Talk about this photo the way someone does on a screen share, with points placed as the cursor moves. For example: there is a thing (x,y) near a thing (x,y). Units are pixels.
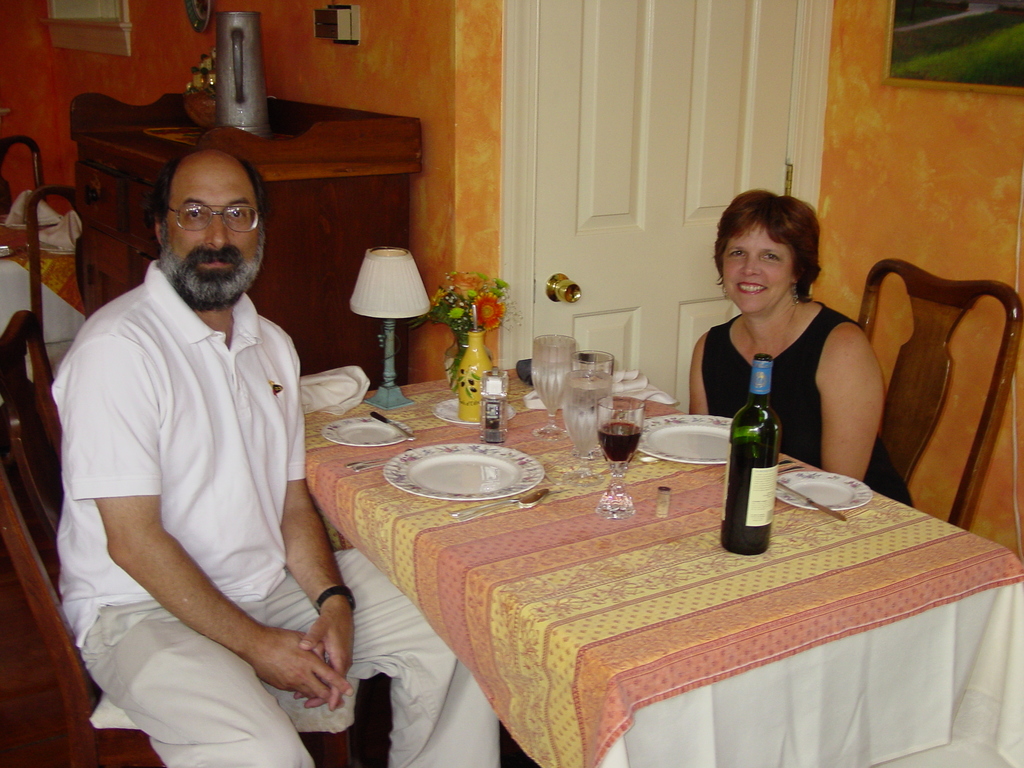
Here we can see that a man (235,448) is sitting on the chair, and in front (533,418) here is the table (518,417) and plates (500,477) wine bottle (732,456) glasses (614,403) and some objects (396,295) on it, and here is the woman (735,322) sitting on the chair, and she is smiling, and at back (658,152) here is the door (582,131), and here is the table (348,116), here is the wall (295,16).
